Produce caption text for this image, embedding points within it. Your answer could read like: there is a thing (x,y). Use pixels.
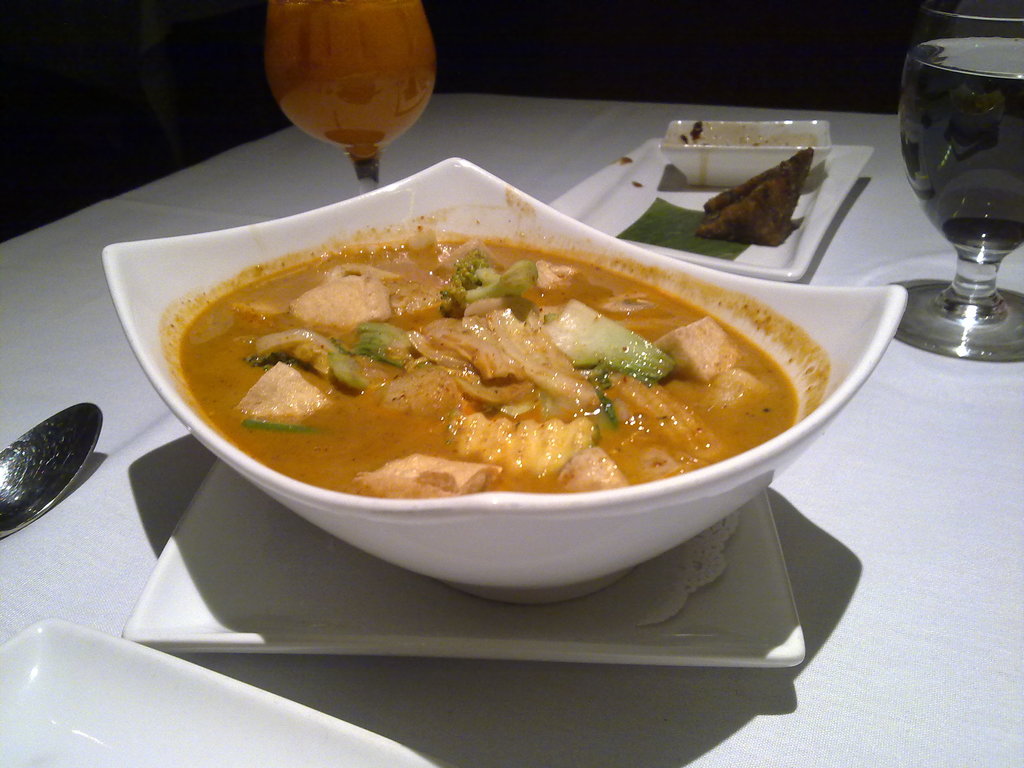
Background (7,96) portion of the picture is completely dark. In this picture we can see a table (1012,734). On a table (847,568) we can see food (755,398), plates (818,180), spoon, water glass (1018,156) and objects (808,369). We can see juice (341,14) in a glass (336,27).
